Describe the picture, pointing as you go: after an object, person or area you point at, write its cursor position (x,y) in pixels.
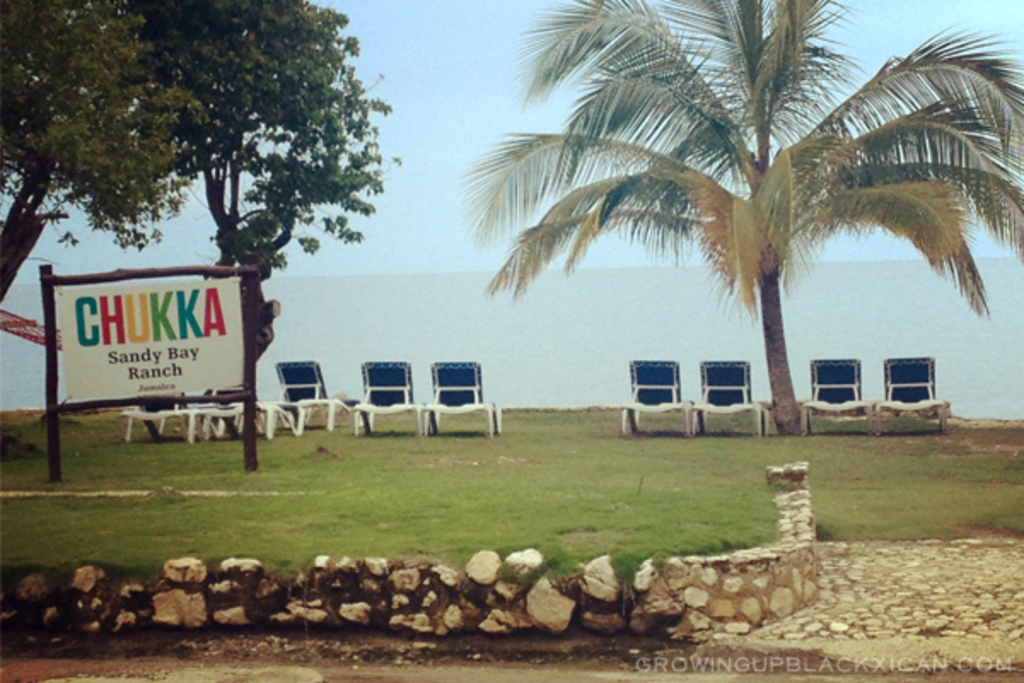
We can see wall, grass (419,533), board (177,362) on wooden poles (249,397), trees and chairs (142,410). In the background (419,320) we can see water (493,296) and sky (453,113).
